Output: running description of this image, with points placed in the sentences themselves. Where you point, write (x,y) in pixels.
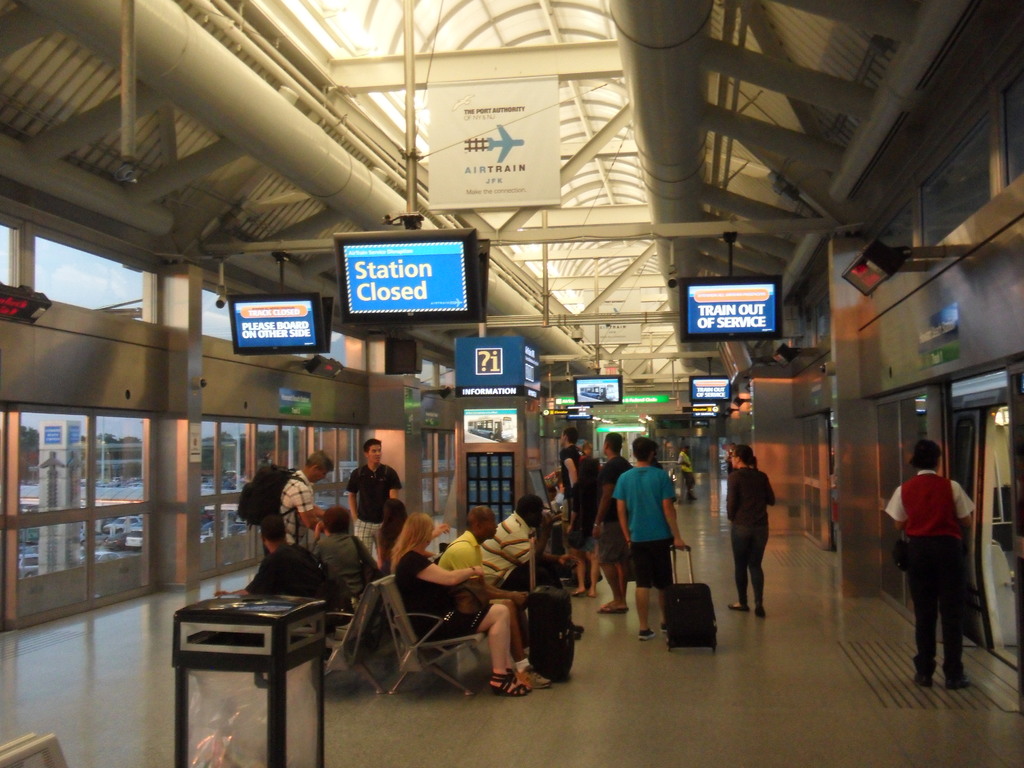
In the image there are few people (475,533) sitting on the bench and other few people (365,516) standing. There are luggage bags (689,586). And also there are screen (318,317) hanging to the rods (413,200). At the top of the image (408,109) there is a ceiling (419,95) with rods (376,65) and also there is a poster (445,98). On the left side of the image (3,515) to the wall (186,479) there are glass doors (94,468). And on the right of the image (932,423) there are glass doors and a screen (860,283).
